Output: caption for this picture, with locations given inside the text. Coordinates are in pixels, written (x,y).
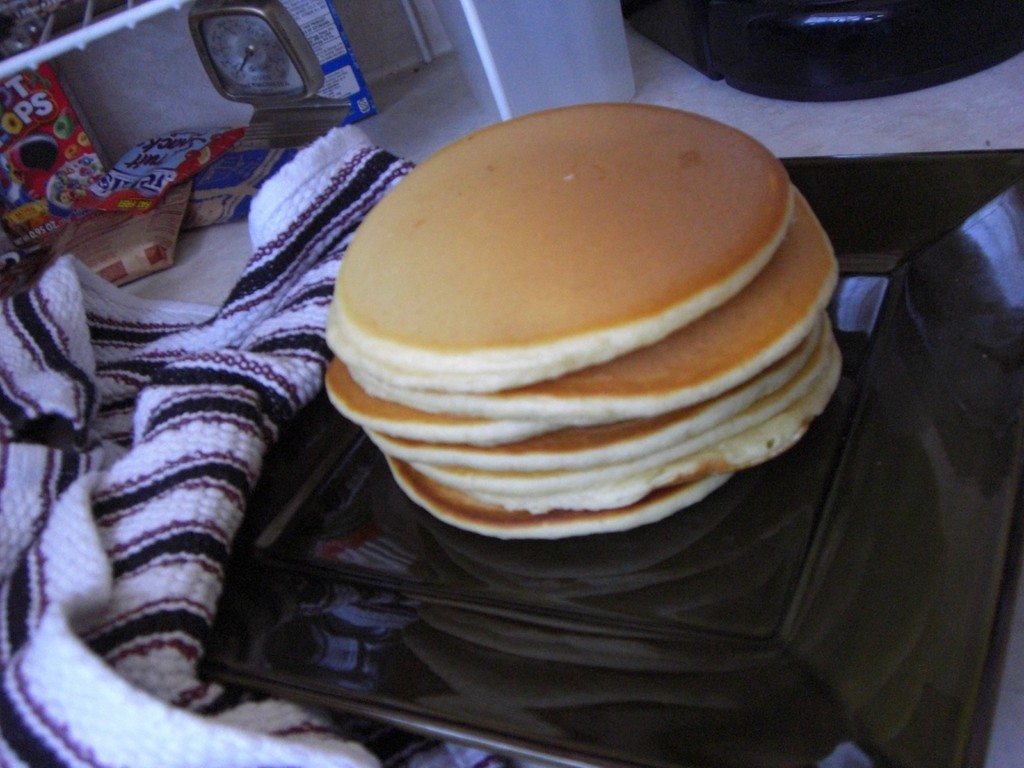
In this image in the center (525,406) there are some pancakes (525,379) on a plate (959,406), and there is one cloth (182,460). In the background (210,58) there is clock (227,68) and some packets (340,92) and some objects (917,62), at the bottom (418,526) there is plate (878,239).
